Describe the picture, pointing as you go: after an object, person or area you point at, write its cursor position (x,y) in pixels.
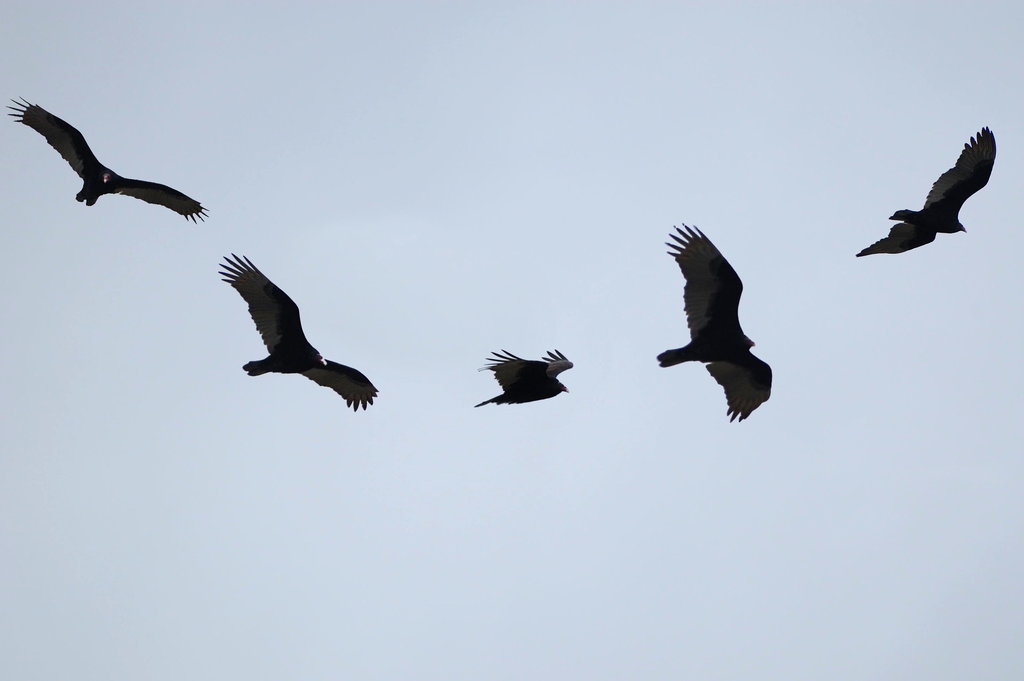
In this image, we can see some birds (35,115) flying in the air (852,402), we can see a sky (367,160) which is cloudy.
